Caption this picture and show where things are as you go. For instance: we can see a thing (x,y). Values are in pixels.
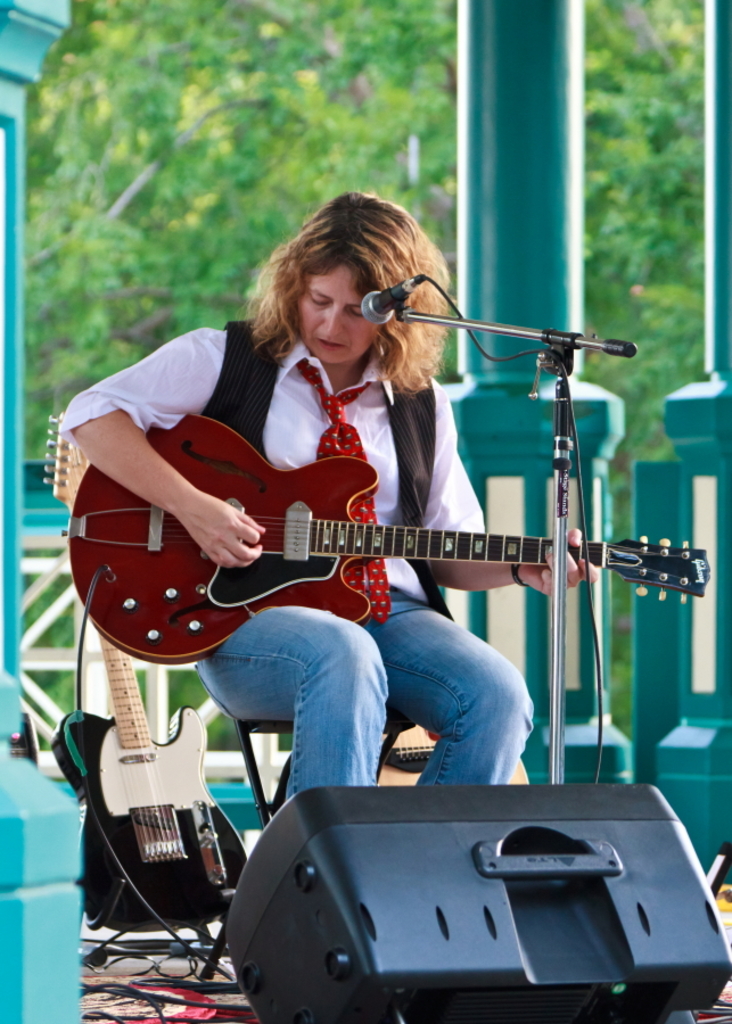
In this image, we can see a woman (249,552) is playing a guitar (324,587) in-front of a microphone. Here we can see a stand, wires (601,729), guitar (128,902), black box (470,920) and few objects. Background (670,192) we can see pillars (712,590), railing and trees (27,225).
